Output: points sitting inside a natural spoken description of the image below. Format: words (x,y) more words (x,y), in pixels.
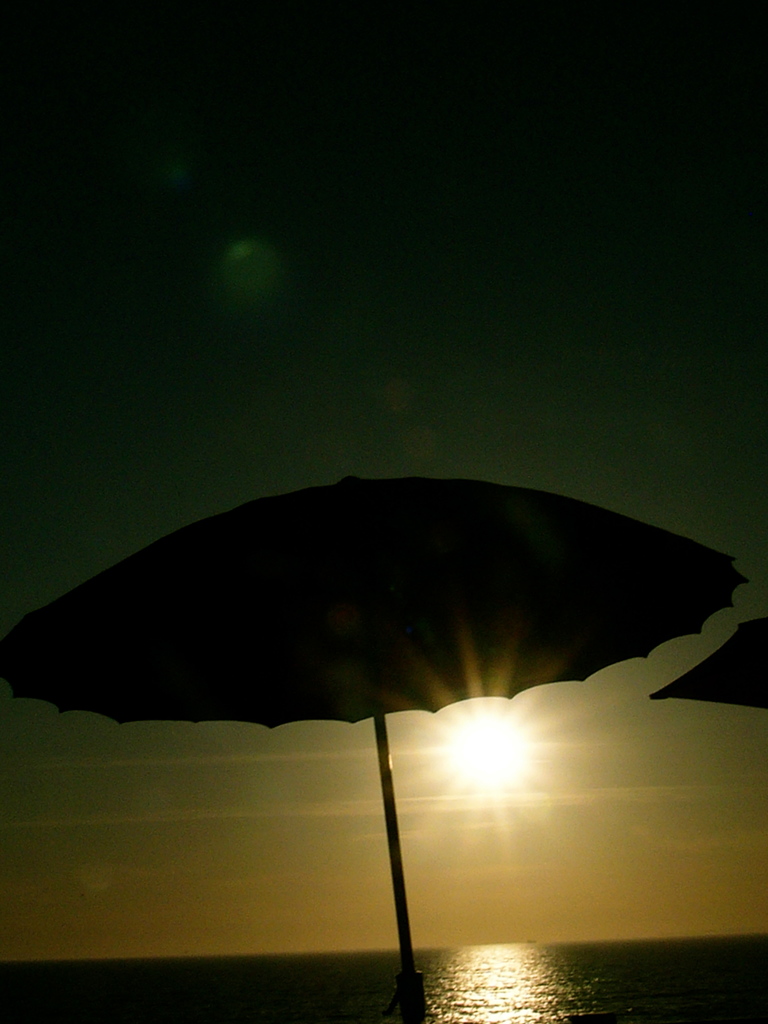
In this image we can see parasols (361,653), water (340,961), sky (457,289) and sun (478,708).
